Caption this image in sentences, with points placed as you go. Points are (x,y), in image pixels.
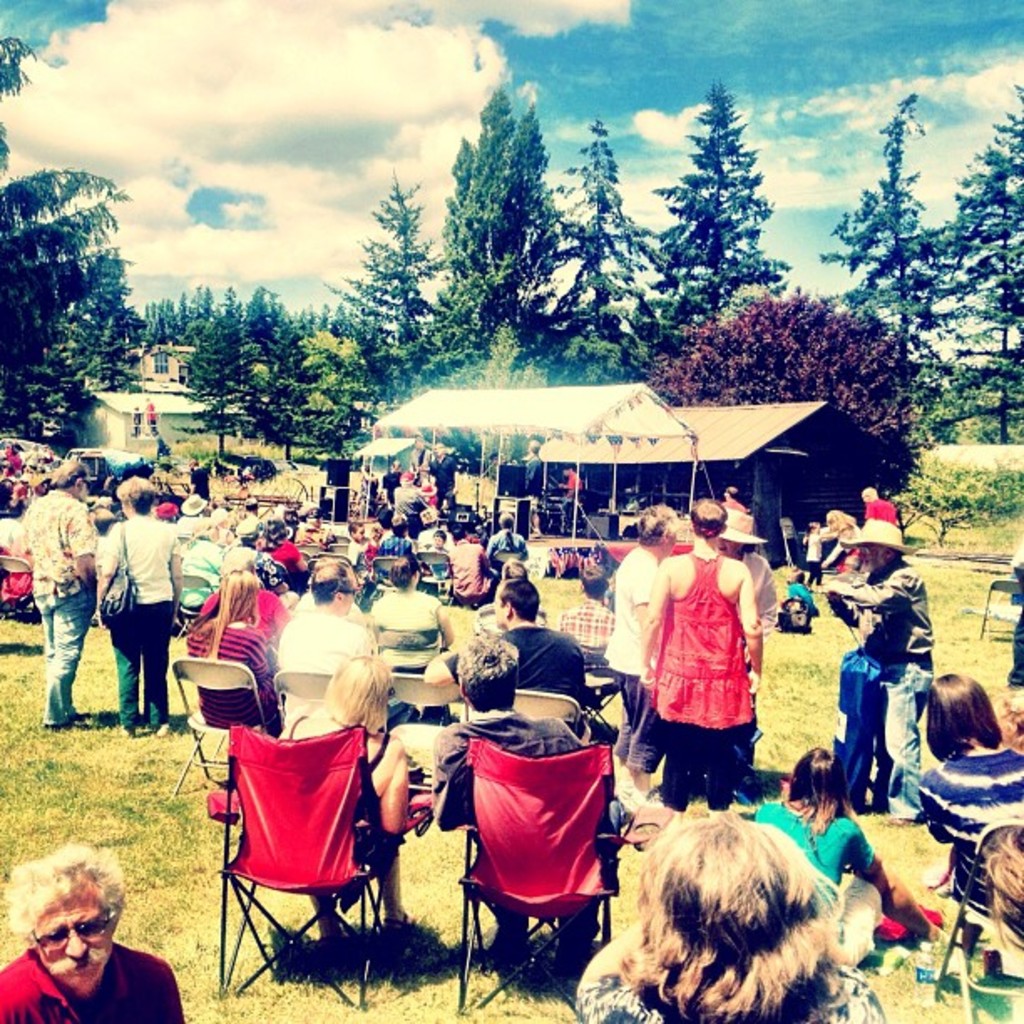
In this image we can see a group of persons (349,681) in a grassy land (200,802) and among them few people (327,617) are sitting on chairs (314,678). We can see a stage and a shed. On the stage (479,496) we can see few persons (535,493), speakers (523,490) and musical instruments (558,508). Behind the persons (52,561) we can see vehicles (32,445), plants (212,449), trees (267,423) and houses (170,426). At the top (412,88) we can see the sky (336,64).
